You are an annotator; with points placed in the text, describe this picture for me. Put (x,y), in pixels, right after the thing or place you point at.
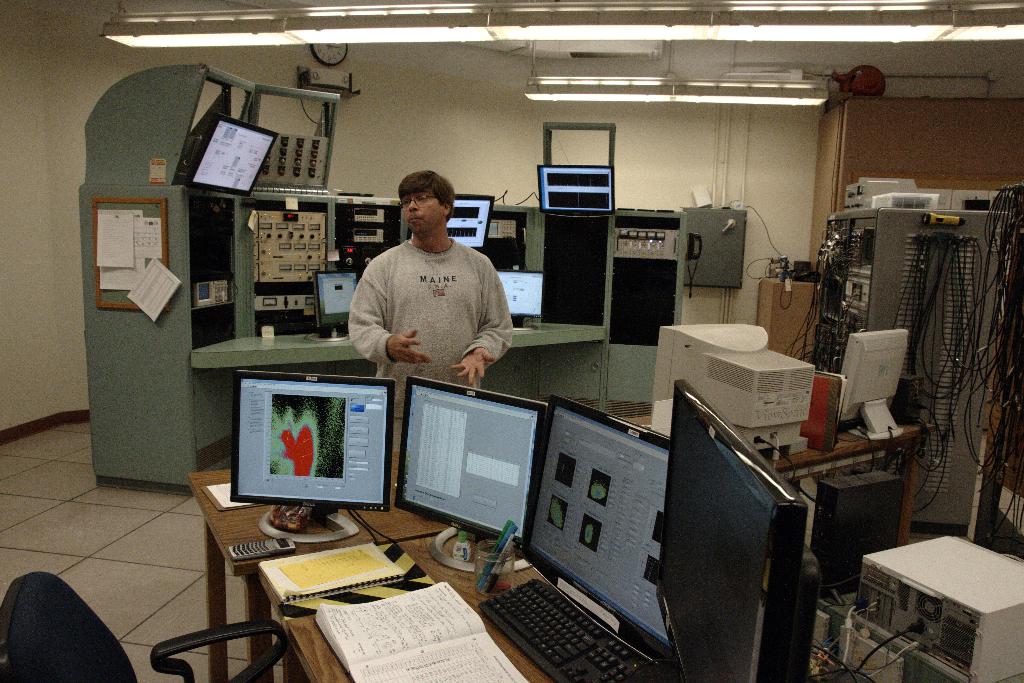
In the middle (386,348), a person (468,362) is standing and talking in front of the table (250,646) on which systems (381,466) are there and mobile (257,555) and books (372,627) are kept. In the right (929,274), machines (966,406) are there on which wires (971,321) are hanging. A roof top (922,69) is white in color on which light (493,28) is mounted. The backgrounds are white in color. This image is taken inside a room (169,549).
